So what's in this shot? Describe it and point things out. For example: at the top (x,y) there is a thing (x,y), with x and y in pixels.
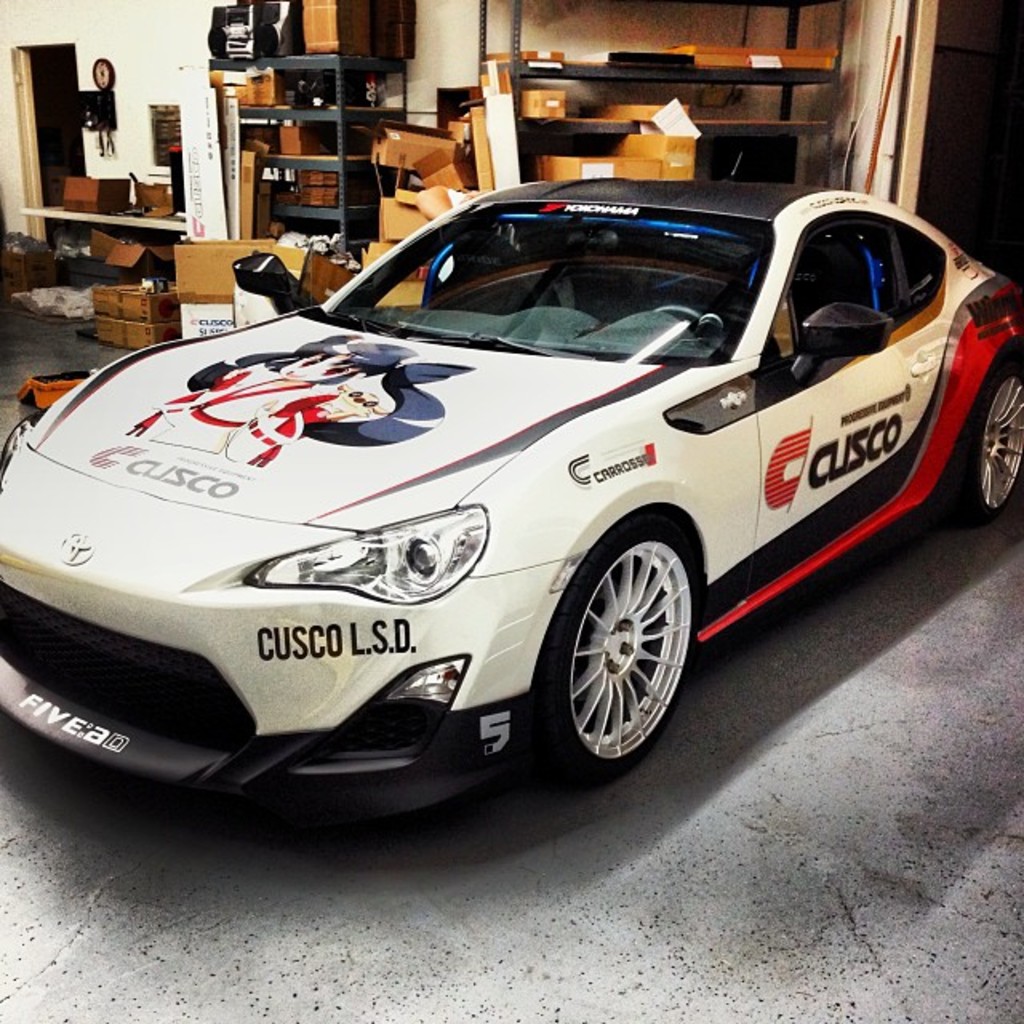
In the foreground of this image (675,360), there is a car (714,589) on the floor (620,927). In the background (716,62), there are cardboard boxes (716,62), few objects (497,176) in the racks (750,83) and also we can see cardboard boxes (93,187) on a table (140,221), an entrance (61,157) and few objects (97,126) on the wall (136,120).
